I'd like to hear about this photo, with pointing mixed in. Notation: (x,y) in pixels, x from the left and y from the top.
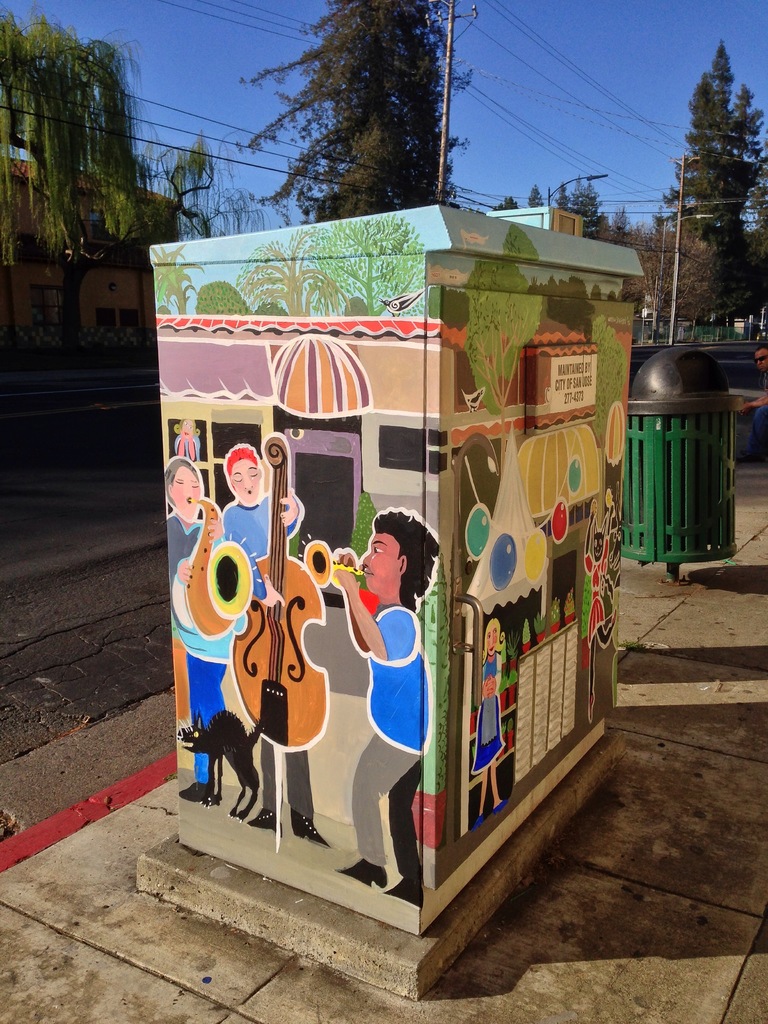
In front of the image there is a painting (395,420) on the electrical box (234,770). Beside the electrical box (539,549) there are some objects (626,531). There is a person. In the center of the image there is a road (112,544). In the background of the image (87,178) there are buildings (29,248), trees (670,299). There are electrical poles (681,218) with cables (213,138), light poles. At the top of the image (593,71) there is sky (630,45).
